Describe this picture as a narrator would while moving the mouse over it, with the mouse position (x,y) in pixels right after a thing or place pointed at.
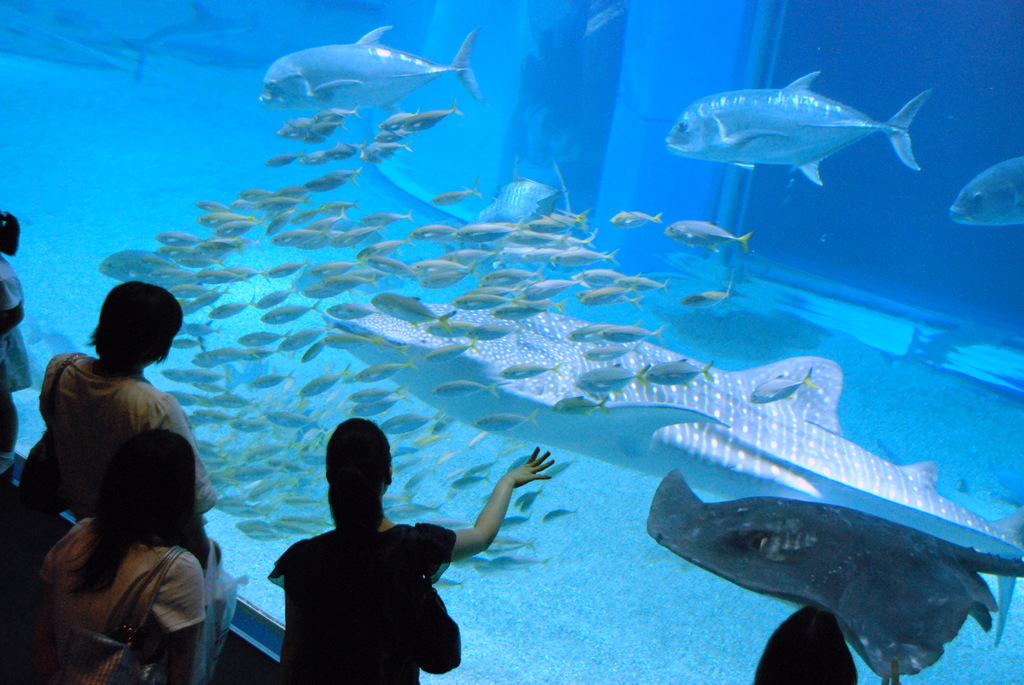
In this picture there are people (74,586) those who are standing in the bottom left side of the image (134,566) and there is a big aquarium (631,241), which contains fish (554,397) in it.
